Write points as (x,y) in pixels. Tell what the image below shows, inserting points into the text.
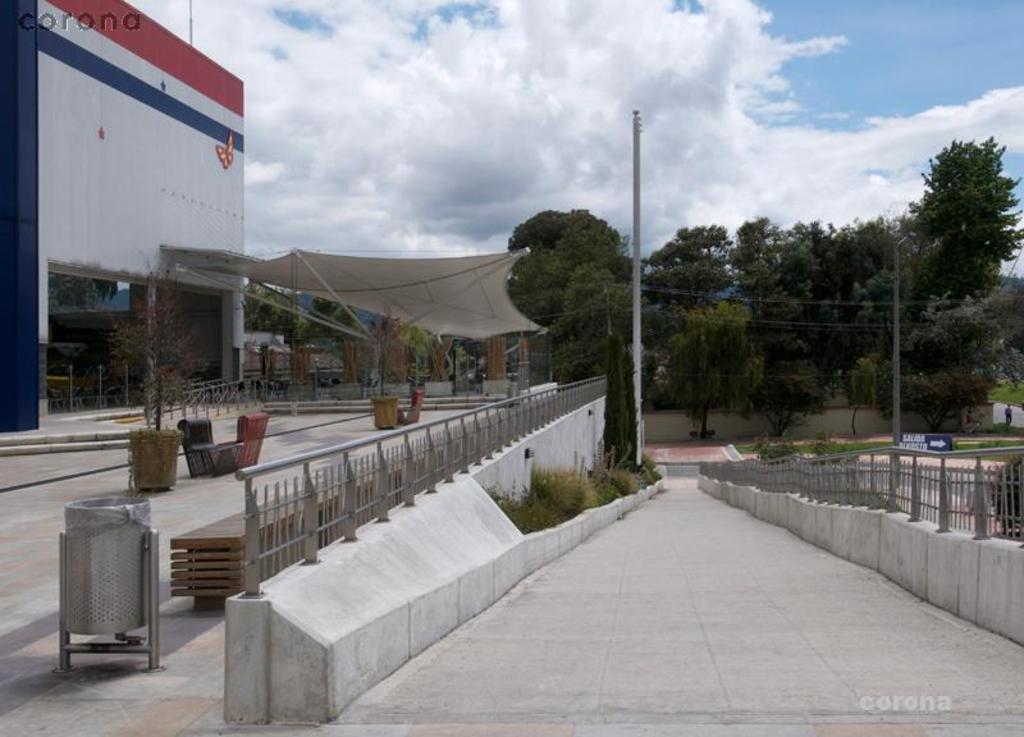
In this picture there is a concrete ramp (582,543) with iron railing (534,427) on both the sides. Behind there is a white color canopy shed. On the left side (180,110) there is a big white wall (175,215). In the background (573,255) there are many trees (617,332) and in the front (202,584) bottom side, wooden rafters (200,571) and steel dustbin (146,583) placed on the ground (160,525).
